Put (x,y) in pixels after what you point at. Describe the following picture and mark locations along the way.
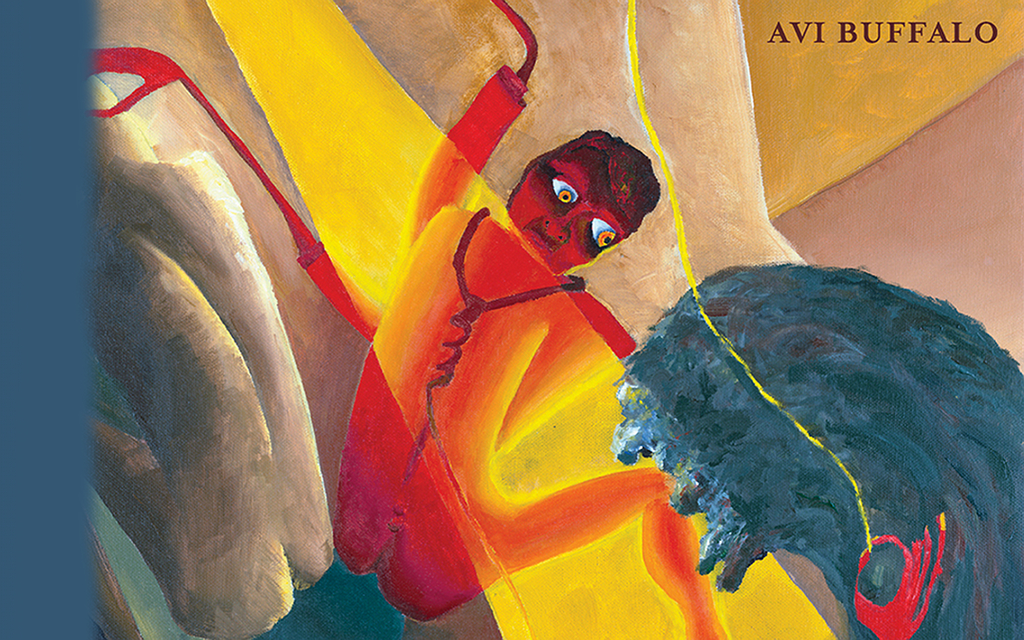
In this picture we can see a painting (422,585) and some text (905,31).
